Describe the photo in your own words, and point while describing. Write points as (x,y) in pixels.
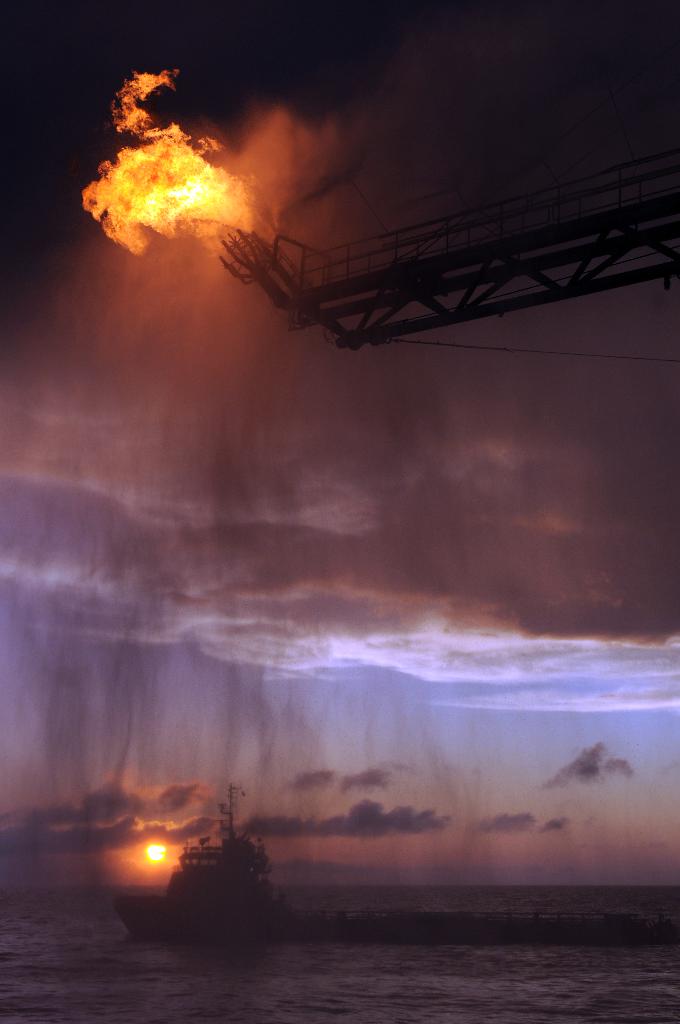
This image consists of an ocean (289,969). In which there is a ship (236,920). In the background (194,781), there is a sun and clouds (582,767) in the sky (291,757). At the top (378,294), there is a stand (274,250) to which a fire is produced.
